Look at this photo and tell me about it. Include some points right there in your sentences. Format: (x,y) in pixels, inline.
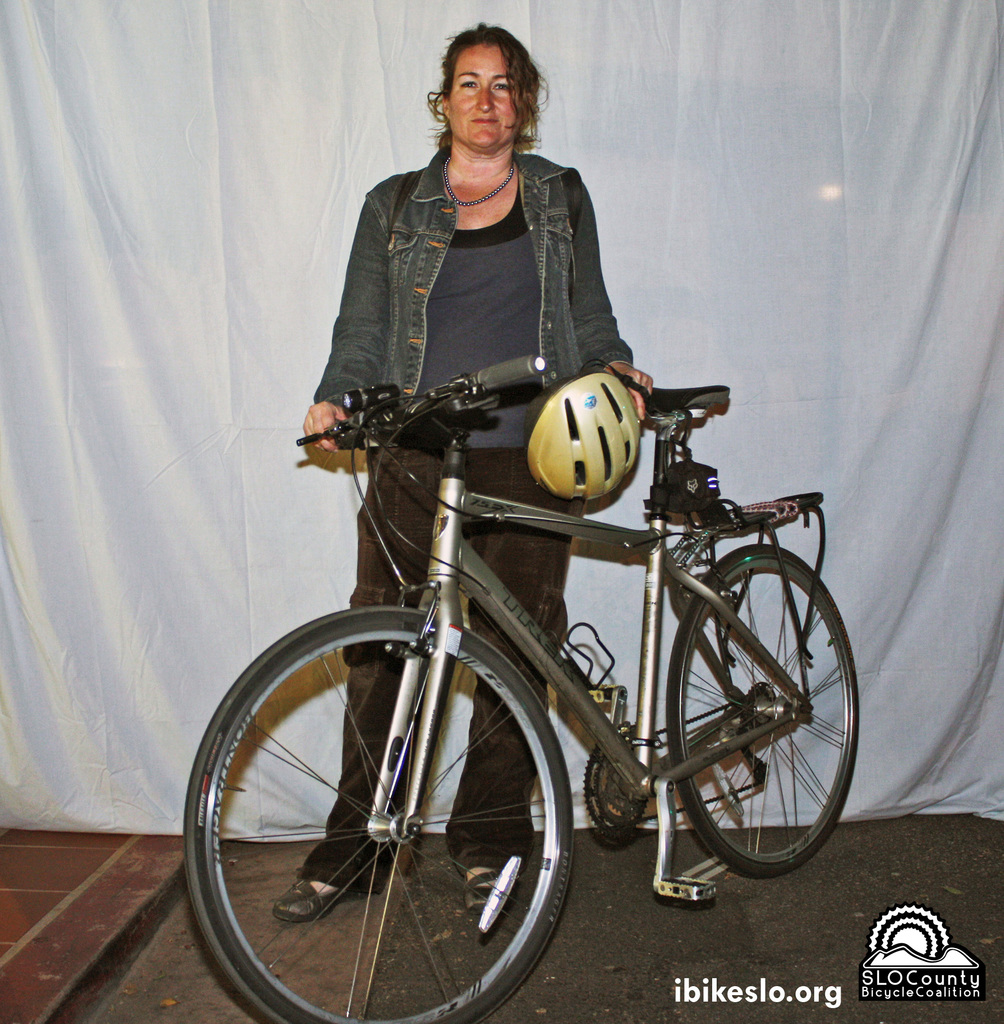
In the foreground of this image (624,795), there is a cycle (637,804) beside it, there is a woman (500,274) standing and holding a helmet (589,443) and there is a white curtain (310,199) in the background (258,257).
